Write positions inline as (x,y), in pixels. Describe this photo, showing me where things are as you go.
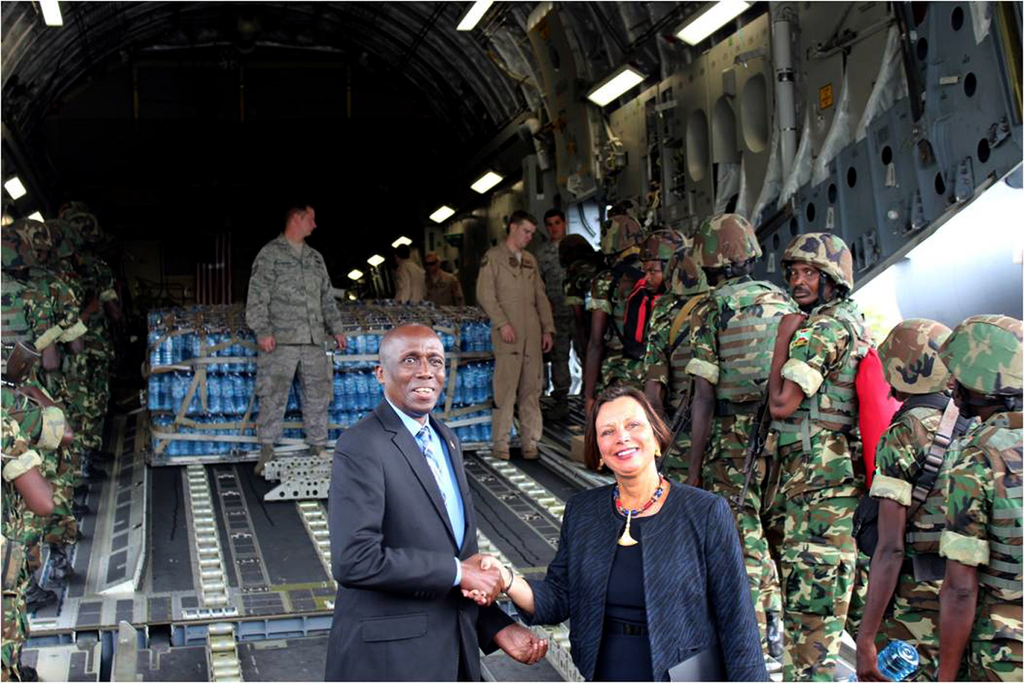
In this picture we can see a man (350,529) and a woman (697,498) shaking hands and smiling and at the back of them we can see a group of people (639,258) wore helmets (703,260) and holding guns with their hands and standing, bottles (466,340) on a platform (180,496), lights (708,28) and some objects (777,155).
